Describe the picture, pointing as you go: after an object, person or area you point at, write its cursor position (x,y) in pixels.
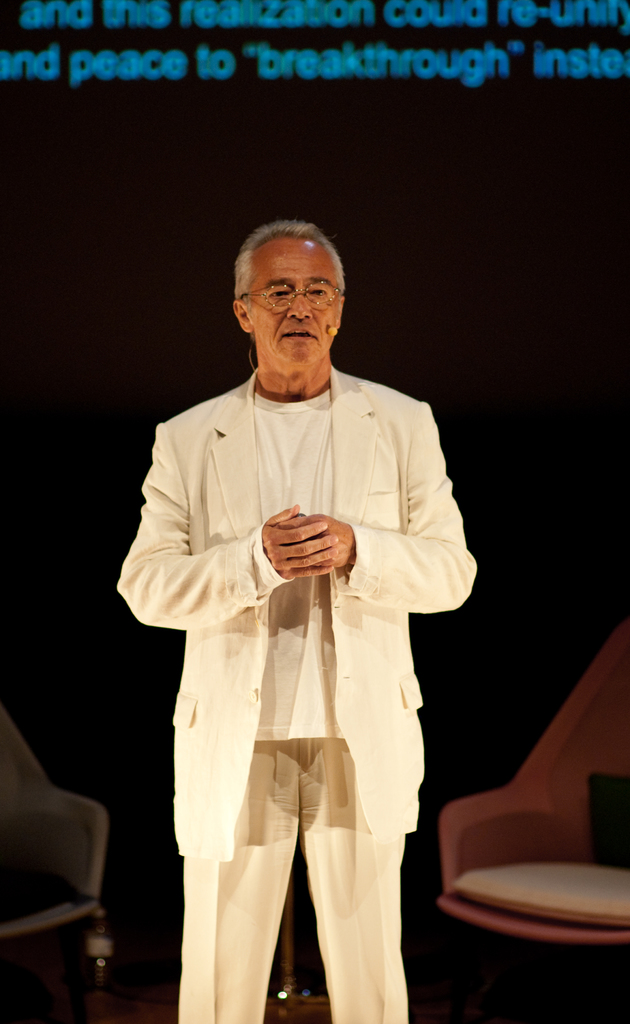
In this image, we can see a man (246,525) standing and in the background (390,222), we can see chairs (457,834) and a text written on the screen (370,187).
